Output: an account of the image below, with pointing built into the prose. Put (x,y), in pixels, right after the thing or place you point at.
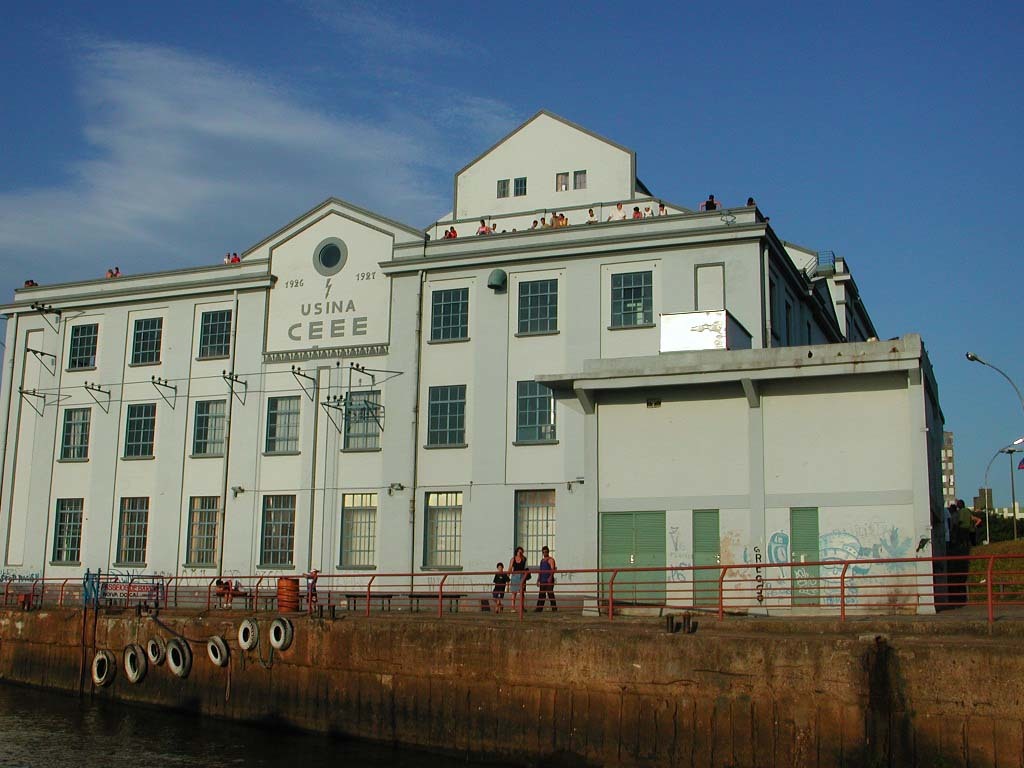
In the center of the image (419,358) we can see a building (263,418), fencing (262,575), wheels (244,624), some persons (521,562) are there. At the top of the image (593,85) clouds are present in the sky (905,123). On the right side of the image (994,461) we can see some electric light poles (1015,525) are there. At the bottom of the image (130,706) water (133,729) is there.
